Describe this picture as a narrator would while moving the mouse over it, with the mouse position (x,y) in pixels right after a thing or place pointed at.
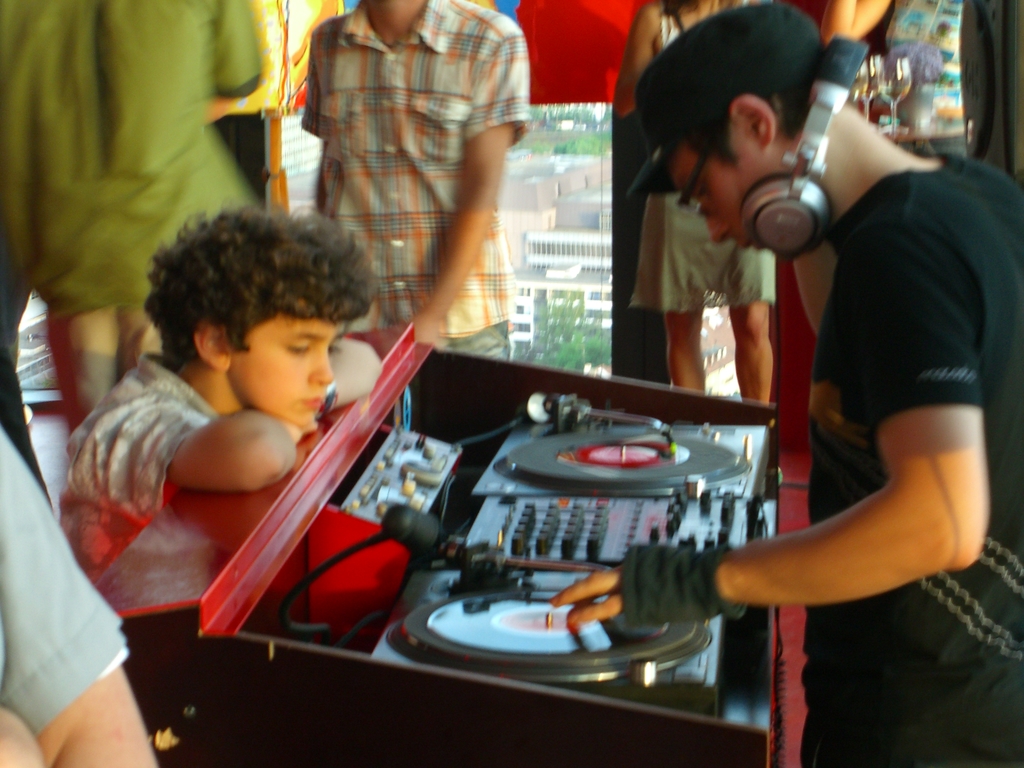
On the right side of the image (818,547) we can see a person (735,593) standing at the musical equipment (549,631) on the desk (246,508). On the left side of the image (260,417) there is a kid (227,428) at the desk (211,508). In the background (531,182) there are persons (496,171), buildings (540,193) and trees (554,336).
